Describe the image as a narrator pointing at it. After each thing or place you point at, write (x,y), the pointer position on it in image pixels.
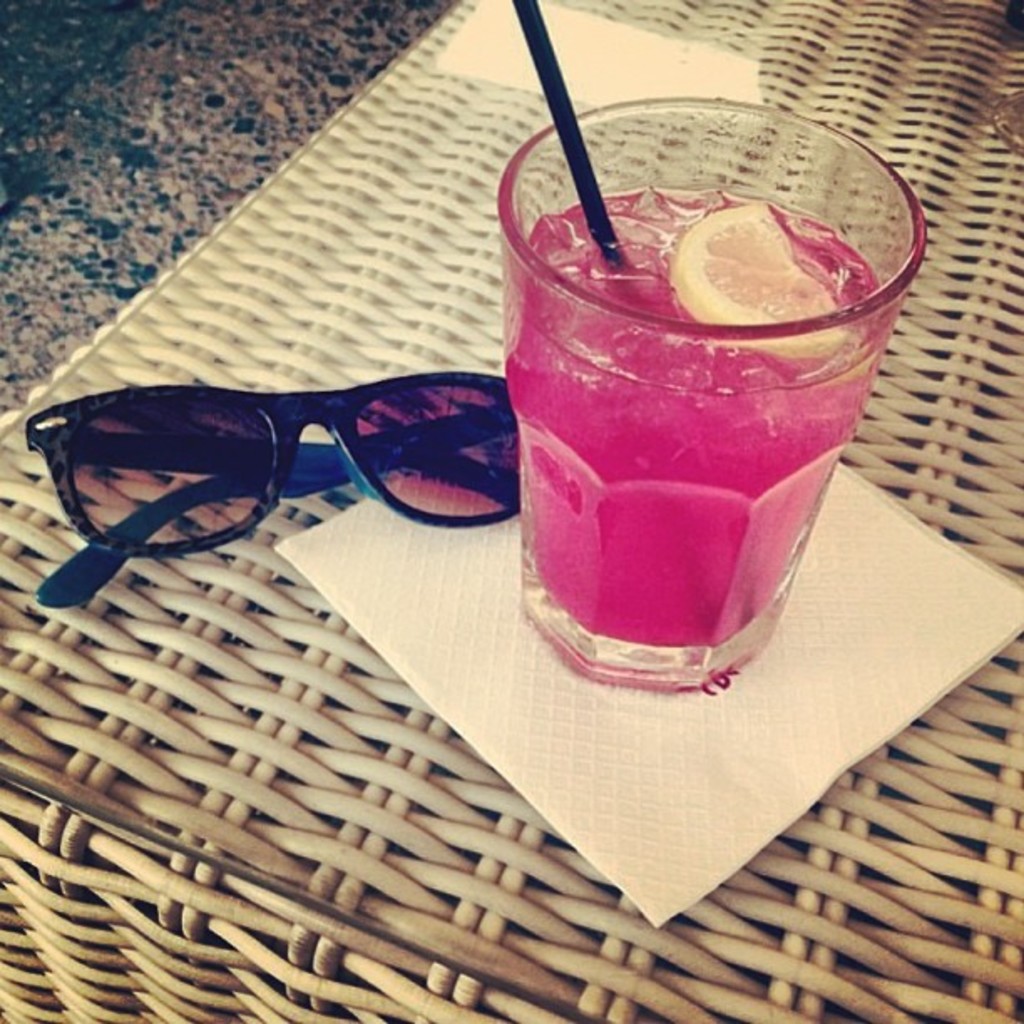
In this image we can see there is a table (246,256) on the floor (190,119). On the table (320,432) there is a glass of juice (635,508), tissue (676,721) and sunglasses (180,448).
